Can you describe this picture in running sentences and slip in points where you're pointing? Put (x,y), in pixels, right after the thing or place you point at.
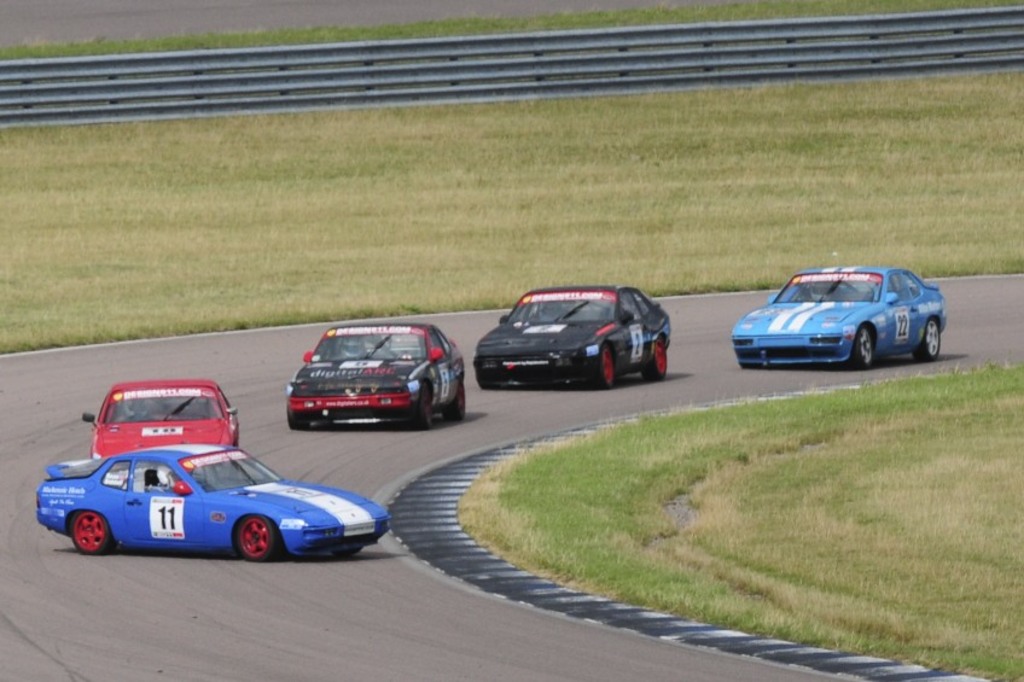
In the center of the image (592,330) we can see cars (214,423) on the road (253,654). On the right side of the image (993,493) we can see a grass (866,574). In the background (504,229) there is a grass (594,216) and fencing (428,67).
